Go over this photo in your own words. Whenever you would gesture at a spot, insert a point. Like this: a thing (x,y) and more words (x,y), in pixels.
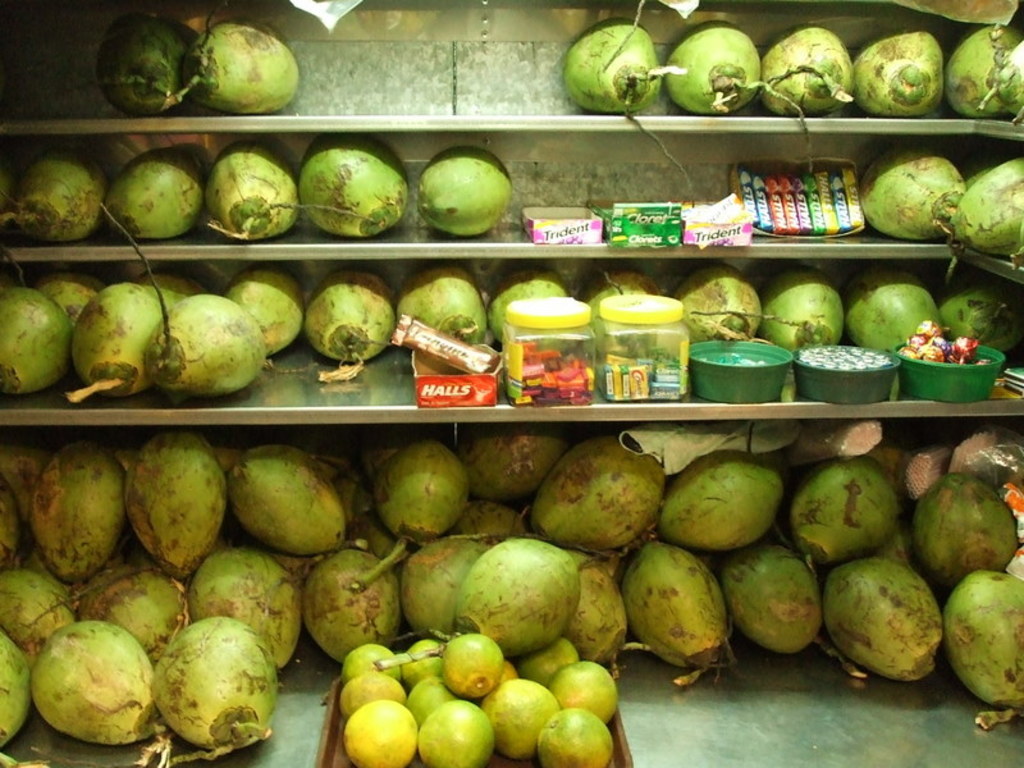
In this picture there are coconuts (466,203) and fruits (518,697) and there are candies (668,220), there are lollipops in the box (934,369) and there are chocolates (564,394).
